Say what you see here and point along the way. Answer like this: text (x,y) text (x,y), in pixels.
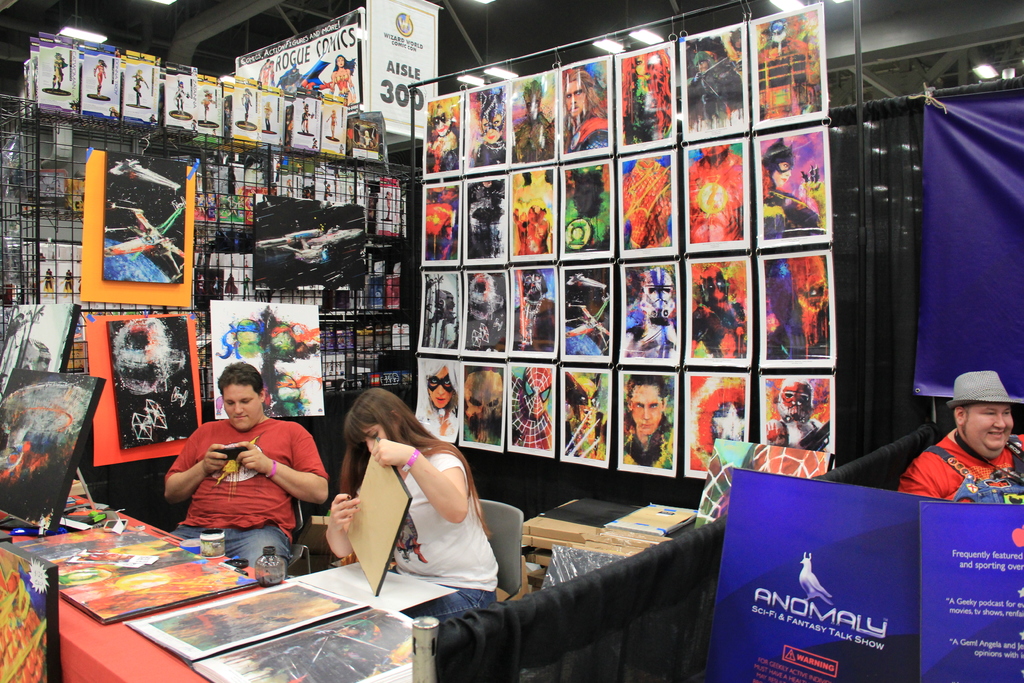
In this picture there are three persons (993,440) sitting. At the right side (987,449) the person (987,448) wearing a grey colour hat (992,384) is having smile on his face (993,433). And the blue colour curtain (989,244), blue colour board (886,600) with name (815,626) and Anomaly. At the left side (341,504) woman (456,541) sitting on a chair (508,552) is doing work and the man (247,492) wearing red colour shirt (247,492) is sitting on a chair (302,516) is playing on his mobile phone (230,455). In the front (136,591) on the table (116,625) there are frames (178,613). In the background (517,253) posters (608,247), boards (398,60), stand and book (650,517) on the table (599,515).
